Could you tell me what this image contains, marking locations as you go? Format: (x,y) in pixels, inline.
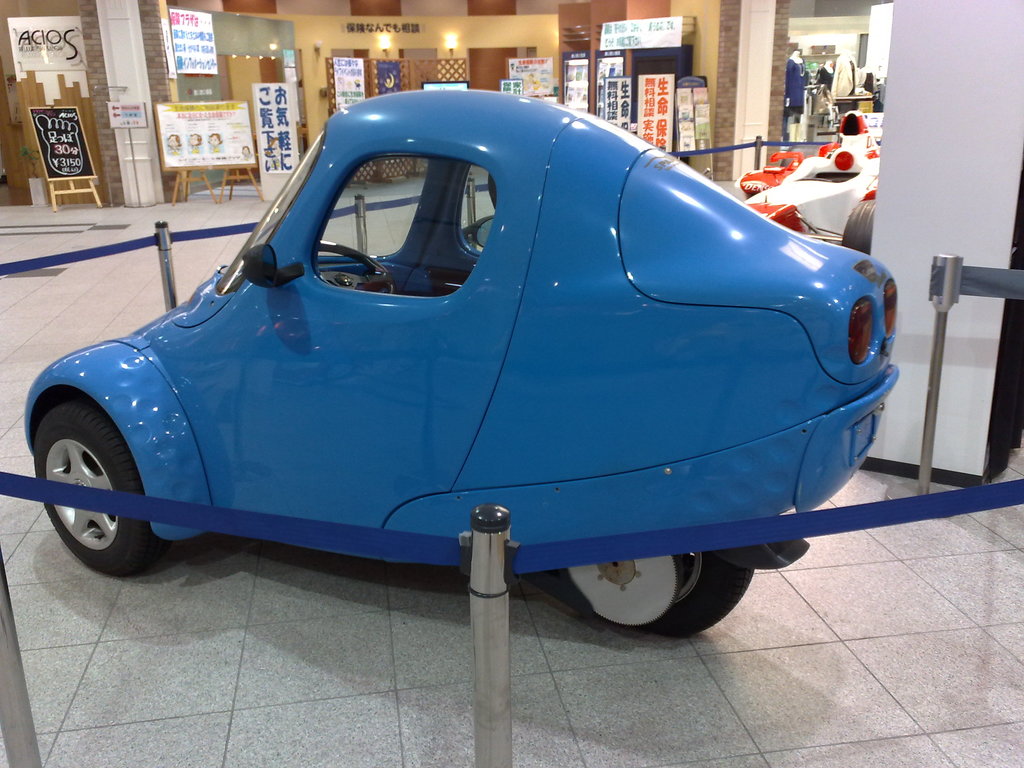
In this image there is a car (633,371) on a floor (920,527) around the car (345,183) there is a railing (985,496), in the background (211,34) there are boards (512,88) on that boards (62,154) there is some text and there are shops (417,52).
